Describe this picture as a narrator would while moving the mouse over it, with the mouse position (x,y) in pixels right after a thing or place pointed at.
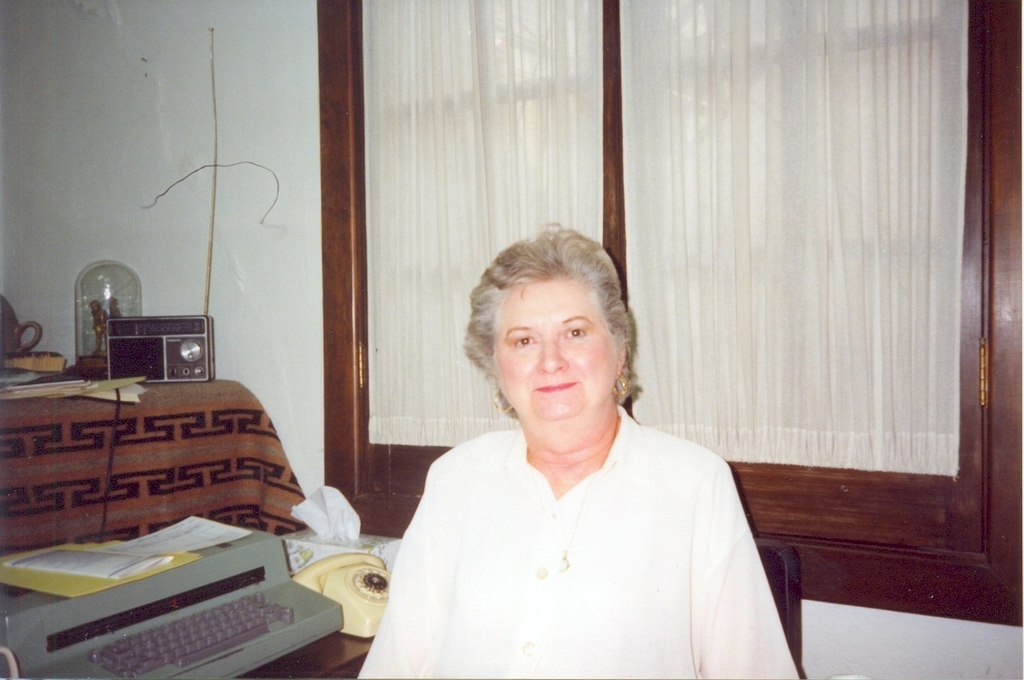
In this image we can see a woman (400,662) sitting, window (509,236), telephone (325,564) and some other object (77,462).
